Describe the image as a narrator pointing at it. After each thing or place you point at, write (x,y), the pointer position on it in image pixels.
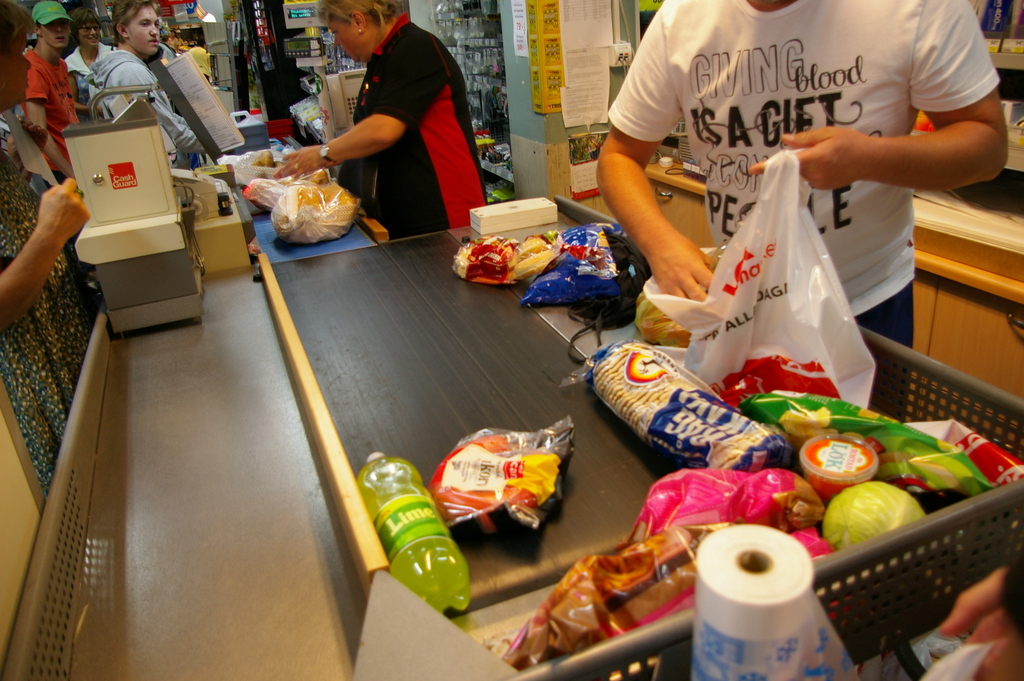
In this picture we can see the view of the supermarket (672,226). In the front (754,187) there is a boy (826,117) wearing white t-shirt (843,34), holding the white cover (776,287) in the hand (820,149). Behind I can see the woman (347,137) is packing the product (309,176) in the cover (308,192). In the background (257,31) we can see the rack (274,38) and products (476,51).
